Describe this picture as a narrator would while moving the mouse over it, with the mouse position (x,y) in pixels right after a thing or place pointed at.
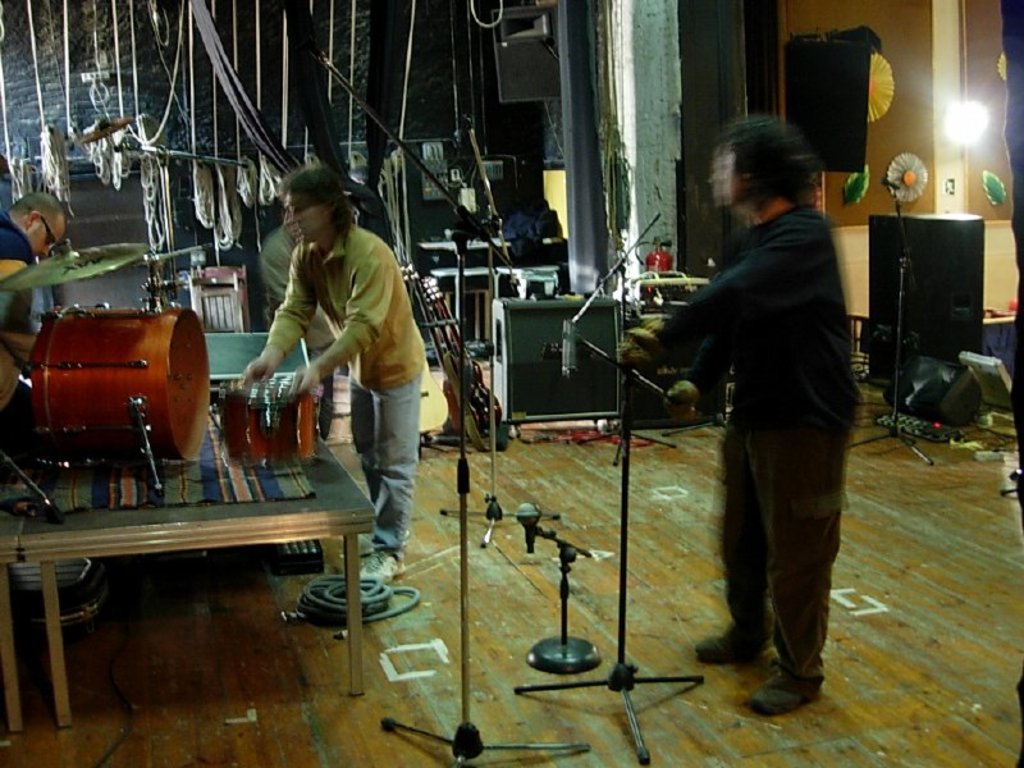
In this image there is a person (746,393) is fixing the metal rod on the stand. In front of him there is another person (318,278) lifting the drum (261,434) on the table (194,519). On the table (157,529) there are some other objects (133,503). Beside the table (155,513) there is a person (54,237). In the background of the image (542,212) there are speakers (926,310), lights (959,140), cables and some other objects (863,369). There are some ropes (40,95) hanging in front of the wall (106,218).
